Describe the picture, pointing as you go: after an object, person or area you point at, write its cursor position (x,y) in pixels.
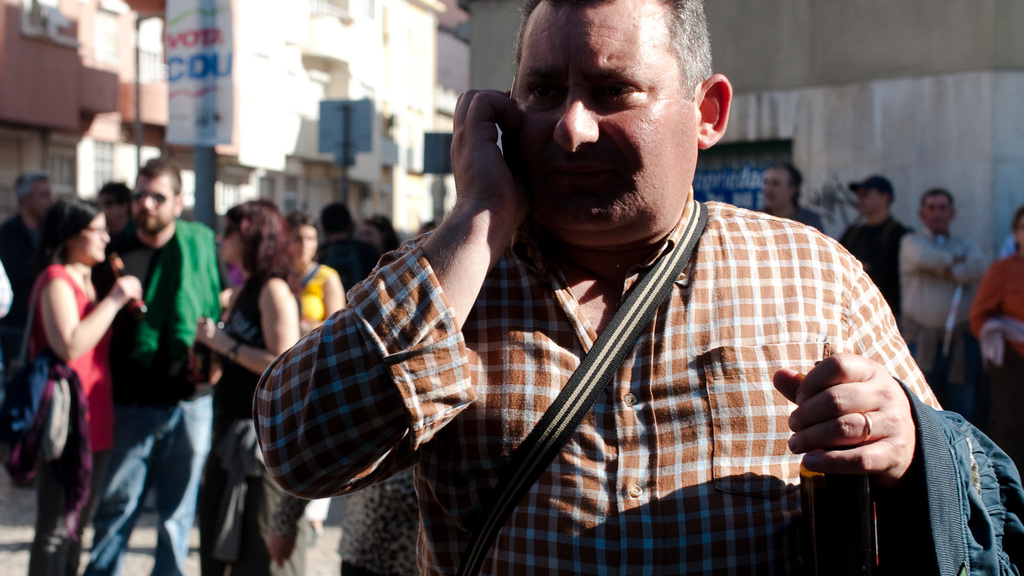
In this picture we can see a man (622,370) and in the background (285,323) we can see a group of people (299,315), buildings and some objects (968,571).
